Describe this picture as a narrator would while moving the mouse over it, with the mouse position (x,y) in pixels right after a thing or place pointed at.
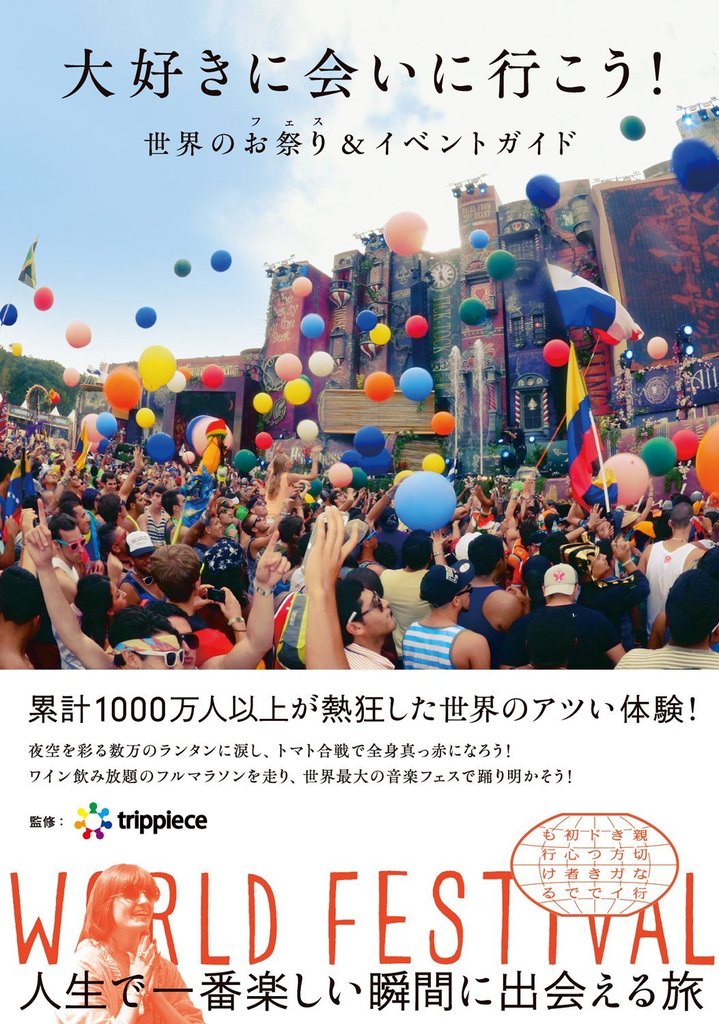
In this image we can see a poster (199,513). In the poster (199,523) we can see a group of persons (246,521) and the balloons (308,287). Behind the persons (129,483) we can see the buildings (329,317). On the right side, we can see a banner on the building (438,305). At the top (274,110) we can see the sky (253,111) and the text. At the bottom (136,934) we can see an image (136,921) of a person (140,907) and the text (63,877).
